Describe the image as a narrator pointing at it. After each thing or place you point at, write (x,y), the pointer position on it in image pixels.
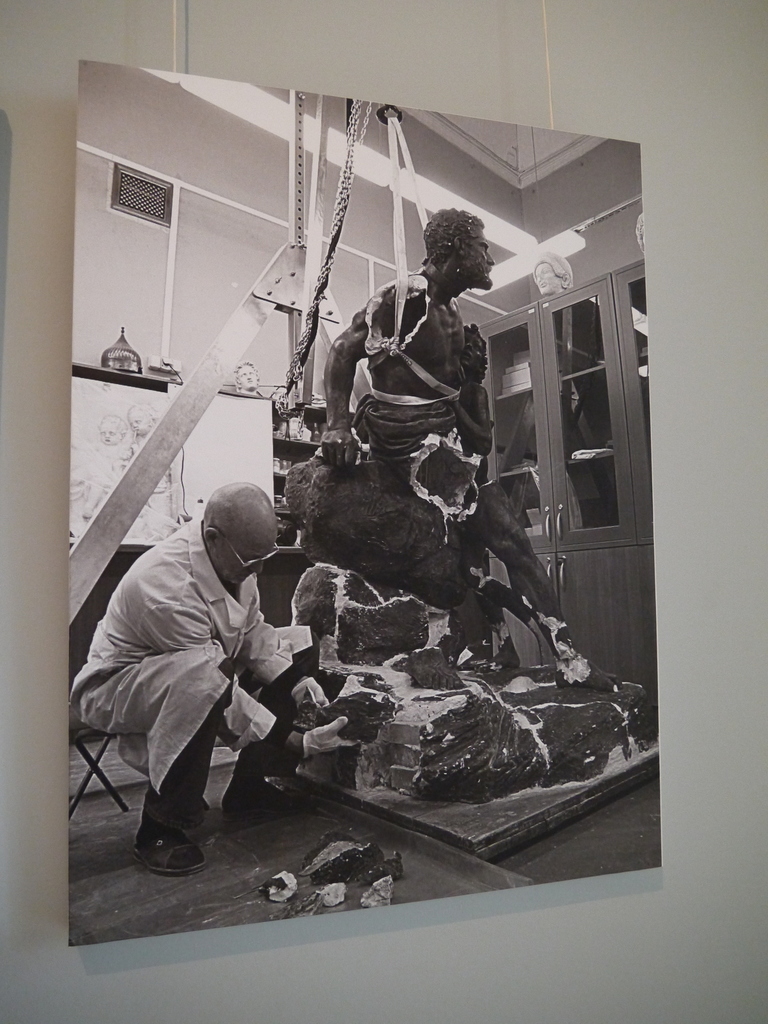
In this image I can see the white colored wall (644,923) to which I can see a photograph (533,857) is hanged. In the photograph (478,348) I can see a person (215,697) wearing white and black colored dress (232,688) is sitting on a chair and holding a rock (385,699). I can see a statue (468,431) which is black in color, a wall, few cabinets (600,461), few lights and few other objects (301,339).
